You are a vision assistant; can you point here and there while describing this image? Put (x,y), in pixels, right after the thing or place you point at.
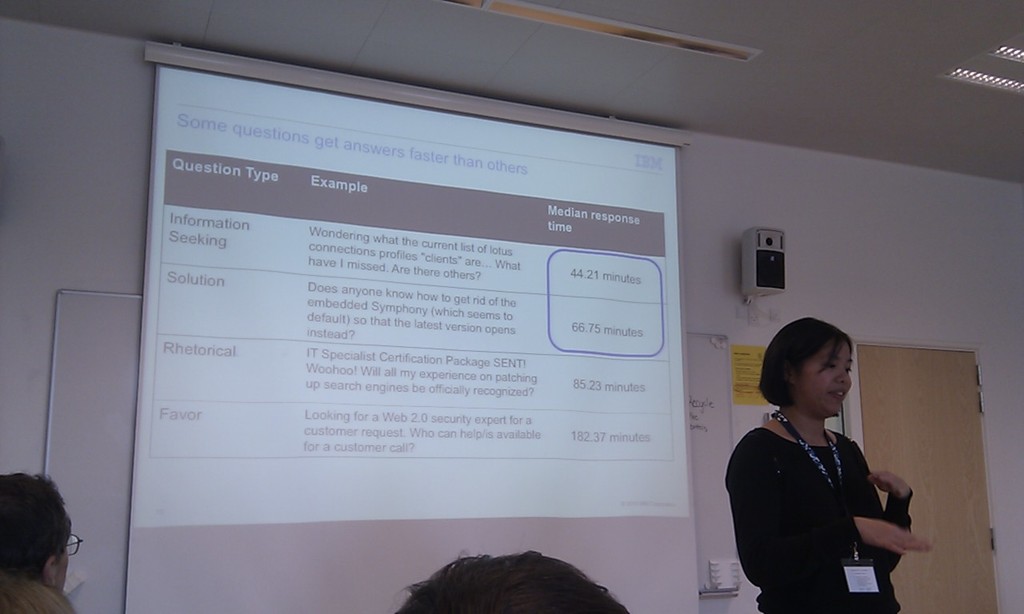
In this image I can see heads (504,584) of two persons (52,551) and a woman (744,485) wearing black color dress (810,528) is standing. I can see the white colored wall (890,265), the ceiling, few lights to the ceiling (817,102), a camera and a speaker (776,267), the cream colored door (876,423) and the projection screen (497,332).
